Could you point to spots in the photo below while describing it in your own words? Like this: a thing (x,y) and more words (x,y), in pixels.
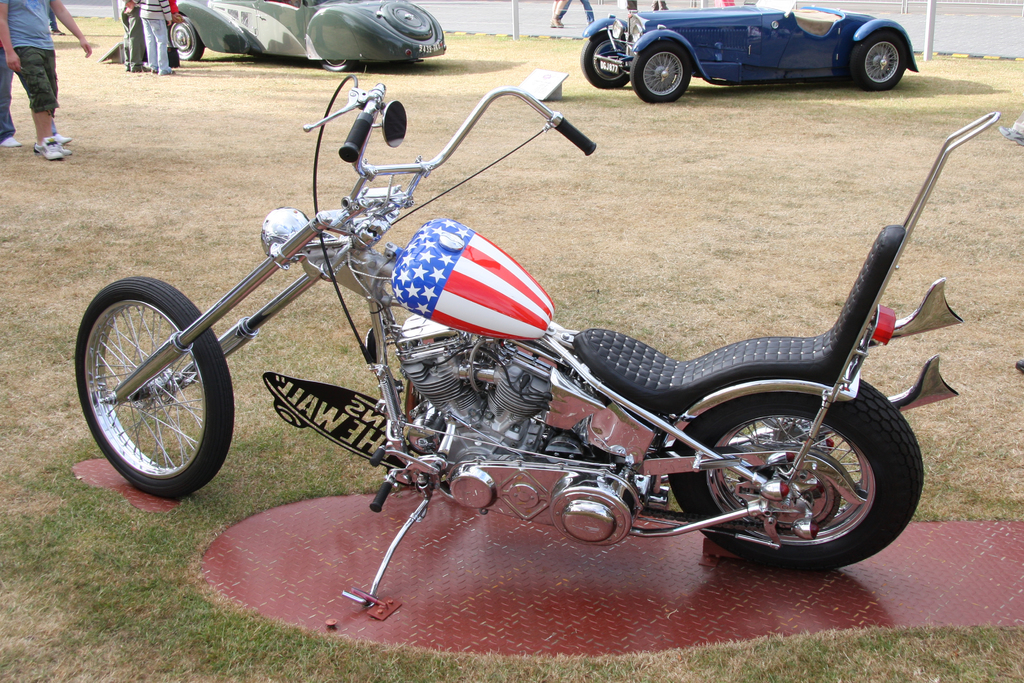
In this image, there are a few vehicles (509,276). We can see the ground (488,526). We can see some grass (139,520). There are a few people (562,17) and poles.
